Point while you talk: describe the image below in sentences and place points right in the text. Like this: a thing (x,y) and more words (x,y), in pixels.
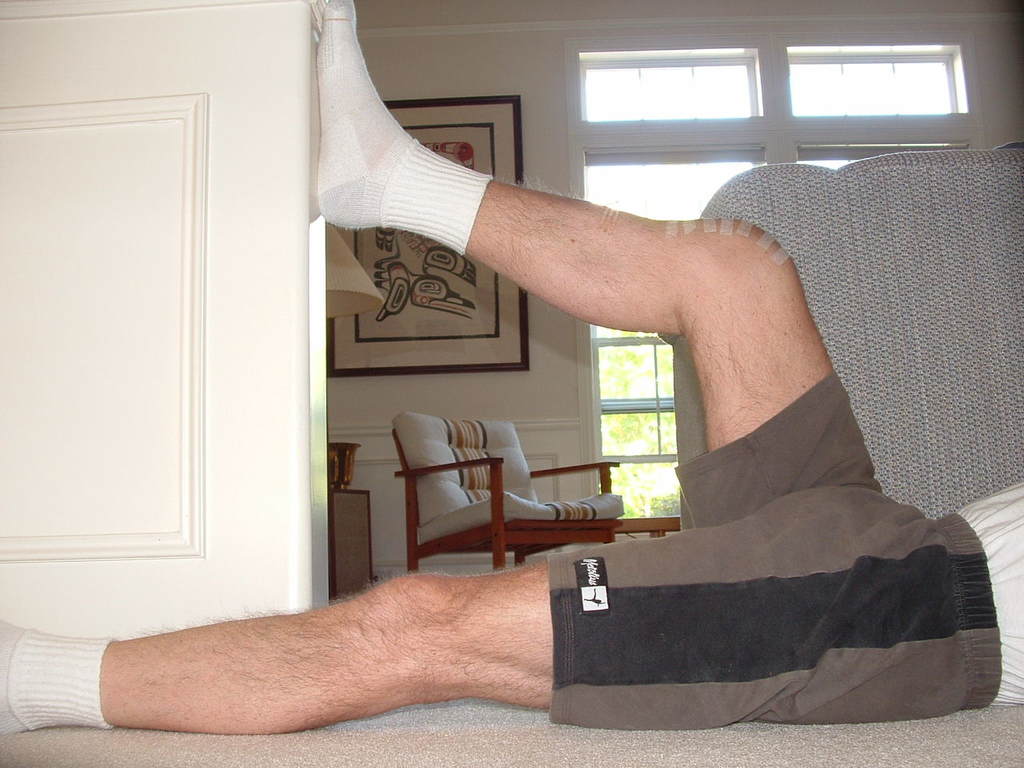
In this image I can see a person (931,566) is lying on the floor (983,752). In the background (947,350) I can see a sofa (904,388), chair (517,501), window (629,438), trees (616,440), wall (536,410), wall painting (492,366) and a door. This image is taken may be in a room (359,397).
